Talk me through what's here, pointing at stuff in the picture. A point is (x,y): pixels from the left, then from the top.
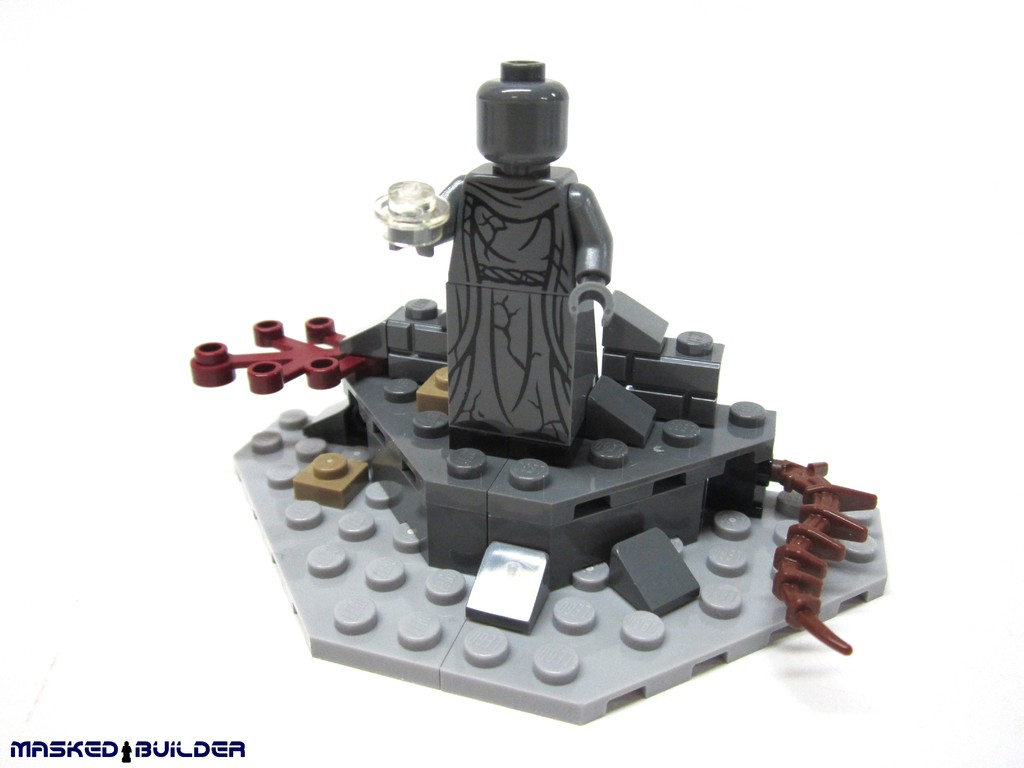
In this image there is a toy (573,457). Background (24,309) is in white color. Left bottom there is some text (216,744).
